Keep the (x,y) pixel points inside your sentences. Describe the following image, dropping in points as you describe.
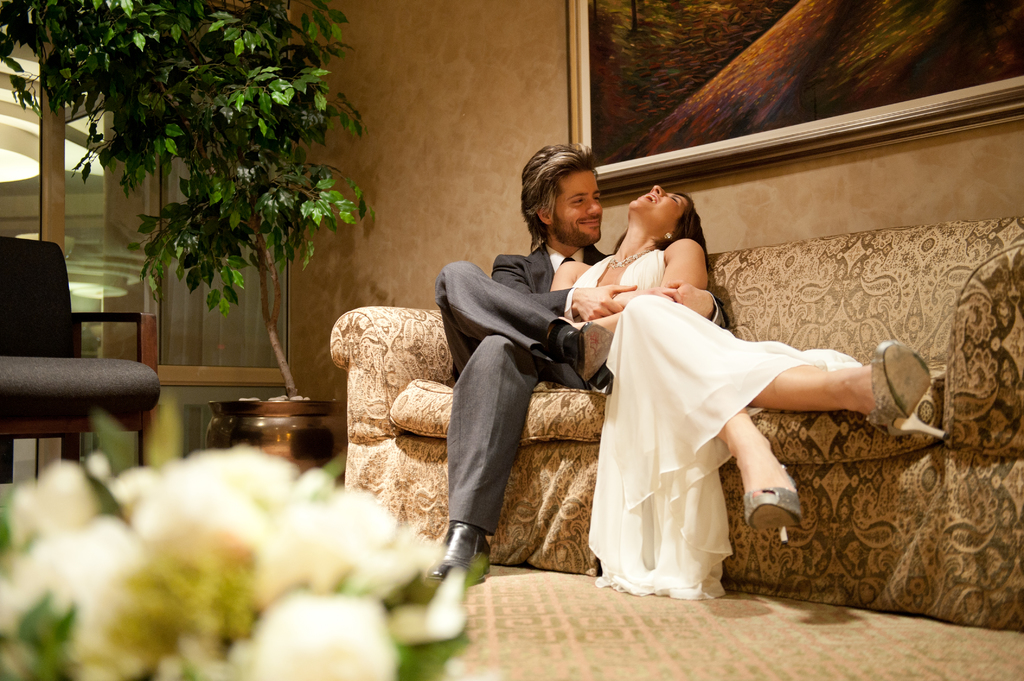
In this image there are two people (685,522) sitting on the couch (905,506), there is a wall (449,116), there is a photo frame (773,93) truncated towards the top right of the image (698,64), there is a plant (195,124) in the flower pot (298,406), there is a chair (35,360) truncated towards the left of the image (33,265), there is a light (25,161) truncated, there is a roof (67,115), there are flowers (184,589) truncated towards the left of the image (169,597).
